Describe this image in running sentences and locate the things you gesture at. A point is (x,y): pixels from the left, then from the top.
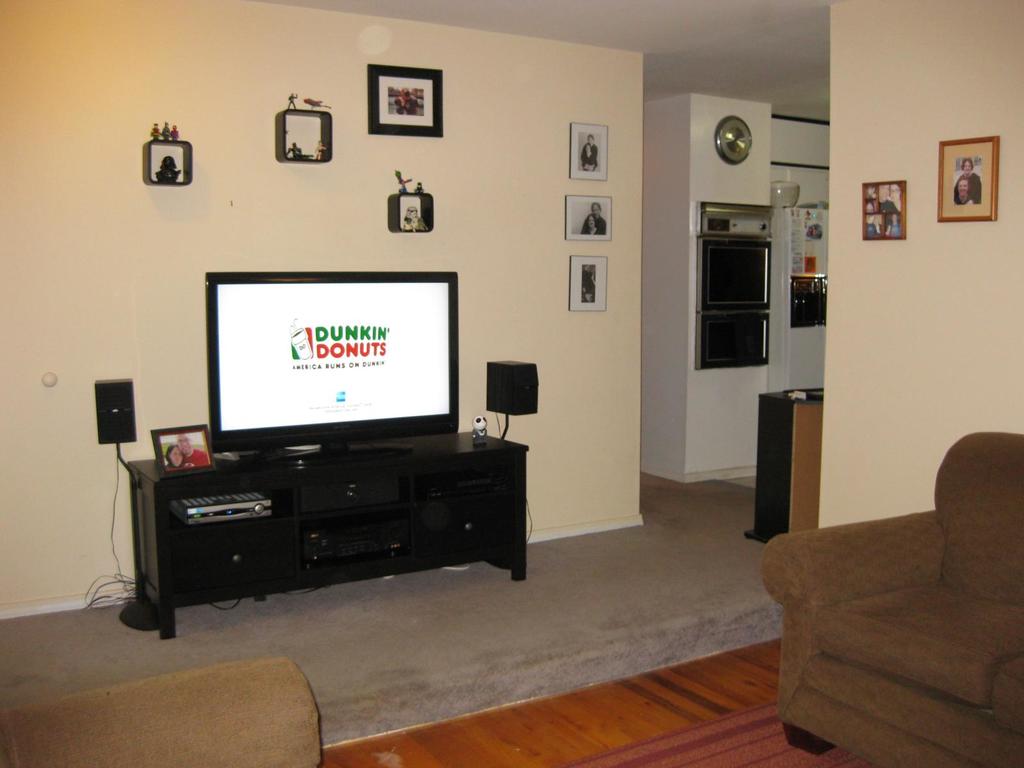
In this room (492,226) at the wall (456,210) there is a table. On it TV (335,365), frame (188,446) are there. On the wall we can see frames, clock (745,133) and here we have 2 chairs (915,578).
